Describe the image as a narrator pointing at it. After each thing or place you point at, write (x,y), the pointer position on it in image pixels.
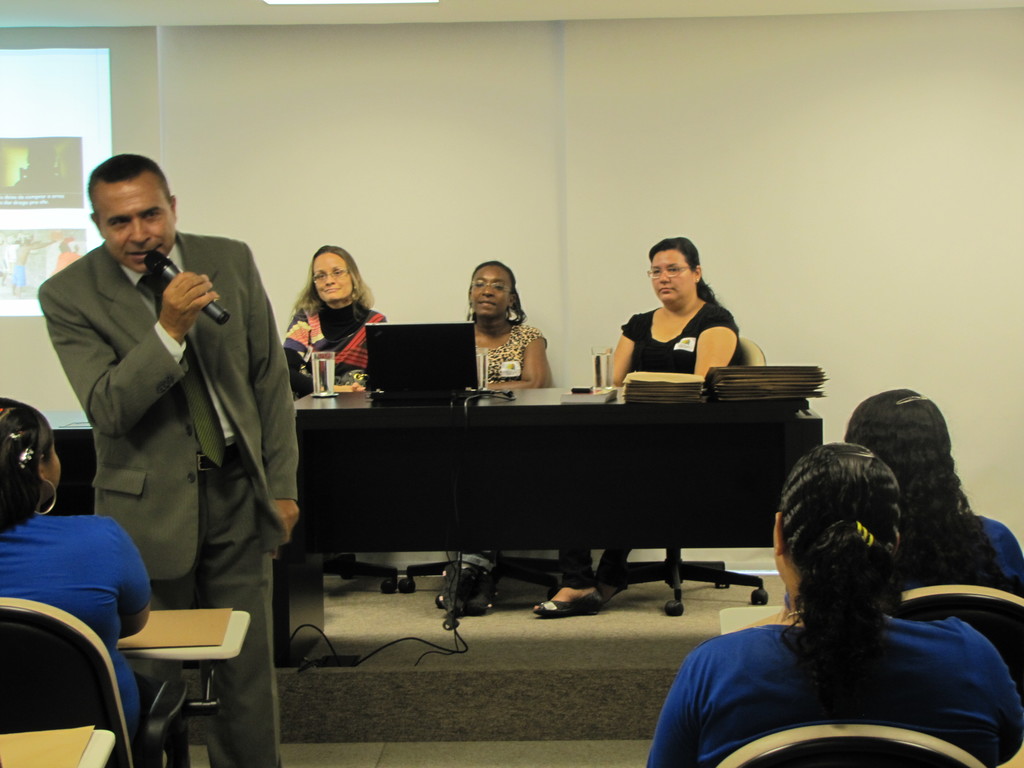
The person (180,438) wearing suit (176,467) is standing and speaking in front of a mic (170,278) and there are group of people (57,538) in front of him and there are three ladies (669,314) sitting behind him.
